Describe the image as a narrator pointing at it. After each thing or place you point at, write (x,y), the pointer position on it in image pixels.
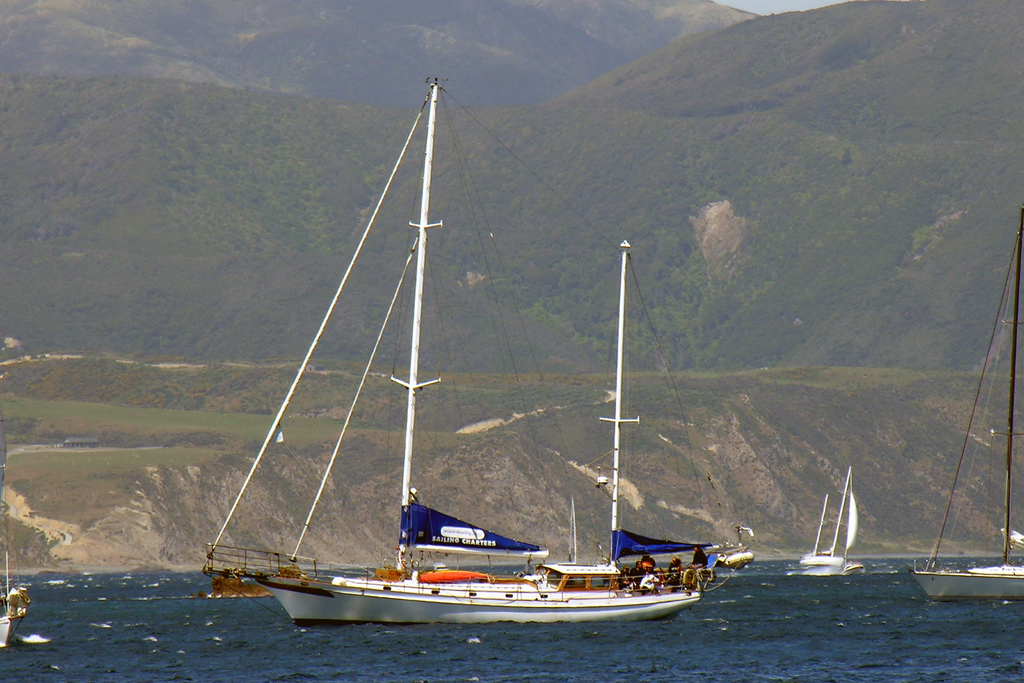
In this image we can see a few boats (606,612) on the water (588,626), there are some poles (401,568), flags (422,527) and people (639,585), in the background (380,429) we can see some trees (537,180), mountains (654,248) and the sky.
